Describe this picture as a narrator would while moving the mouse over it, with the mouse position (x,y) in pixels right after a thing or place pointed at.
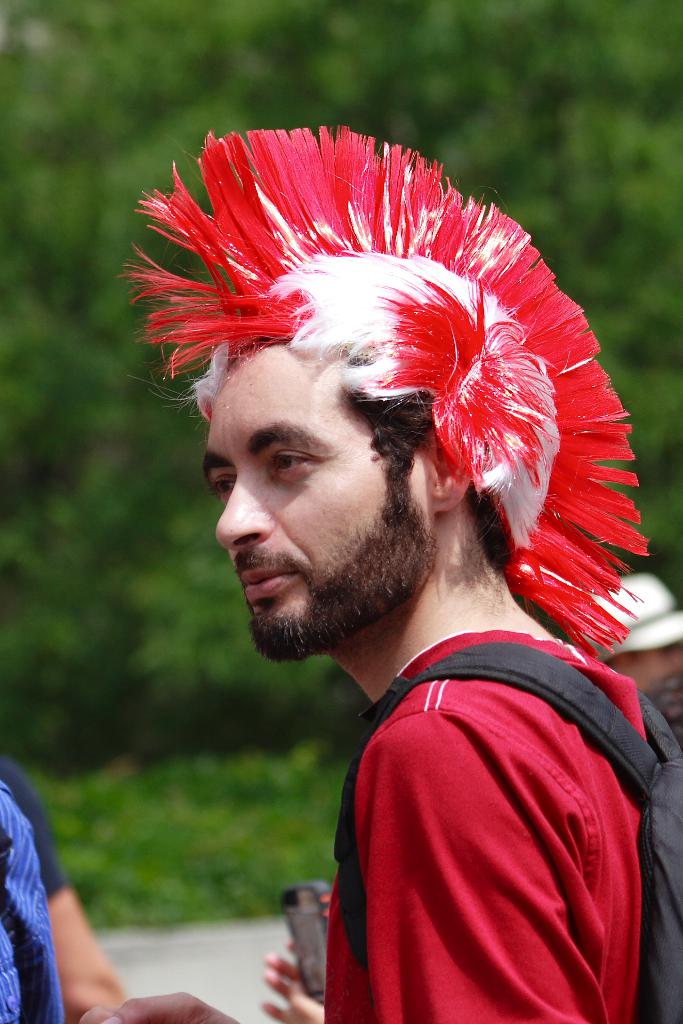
In this image there is a person (16,837) on the left corner (16,837). There are people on the right corner (650,675). We can see a person (368,671) wearing the bag (350,802). And there are trees (198,193) in the background (52,350).
